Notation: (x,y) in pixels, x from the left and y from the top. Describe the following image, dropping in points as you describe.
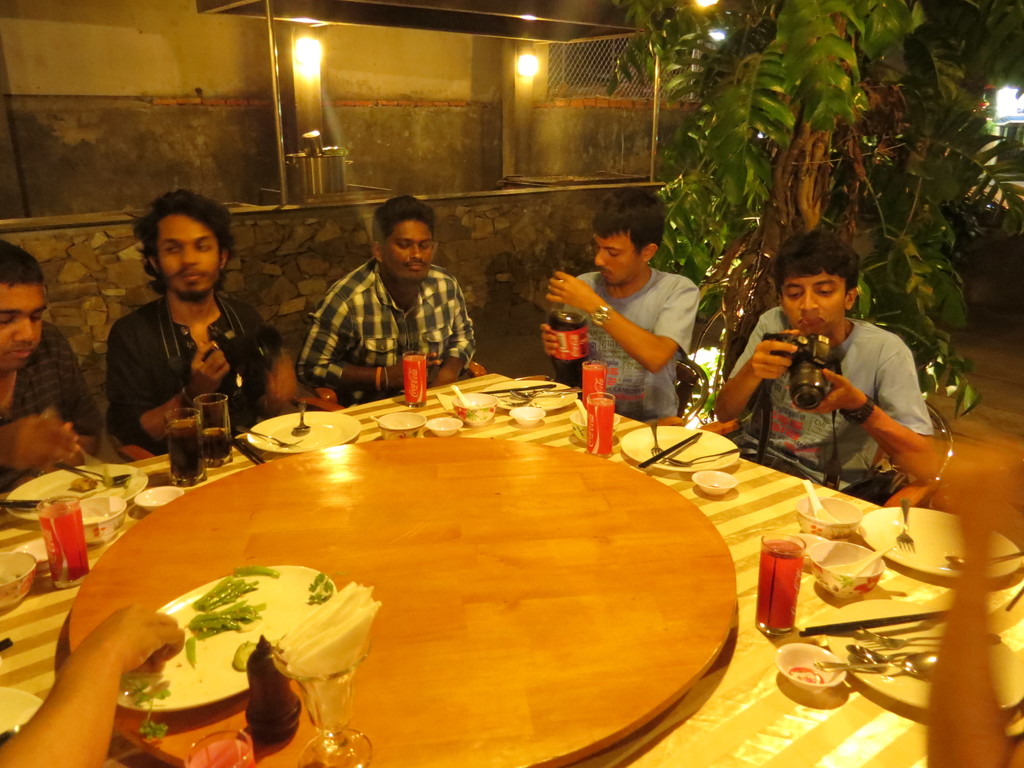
In this image In the middle (471,462) there is a table (606,641) on that there is a glass (761,575), plate (665,469), bowl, spoon (852,652), chopsticks (817,630). On the right (869,370) there is a man (872,374) he wear t shirt (860,378) he is holding camera (809,368) he is sitting on the chair (948,433). In the middle (428,304) there are three people (456,348) sitting on the chairs (679,367). On the left (31,396) there is a man (49,393) he is eating. In the background (170,112) there is a wall (153,103), light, tree (742,95).
